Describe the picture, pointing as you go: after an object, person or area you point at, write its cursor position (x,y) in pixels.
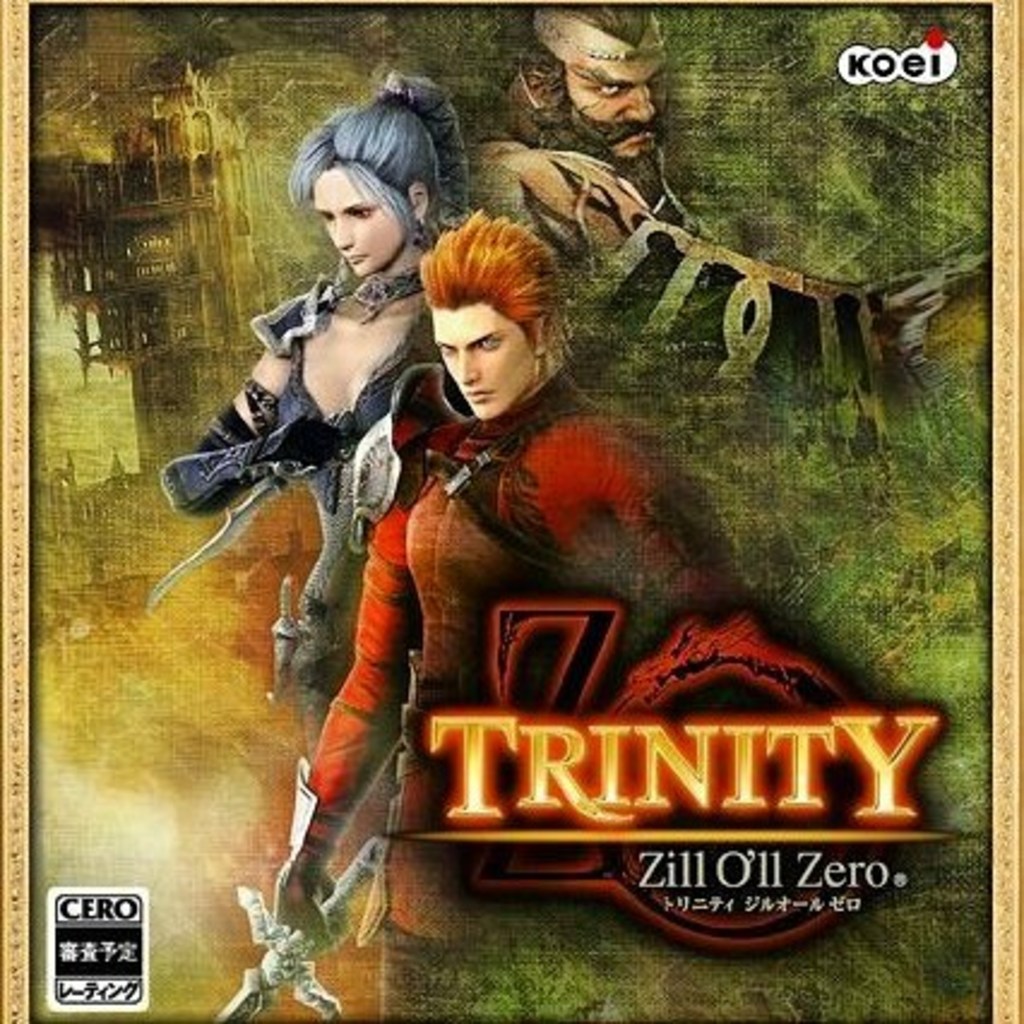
In this image there is a poster (883,521), which contains some animated images (433,577) and text (522,605), on the top right corner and bottom left corner there is a logo (121,950).
